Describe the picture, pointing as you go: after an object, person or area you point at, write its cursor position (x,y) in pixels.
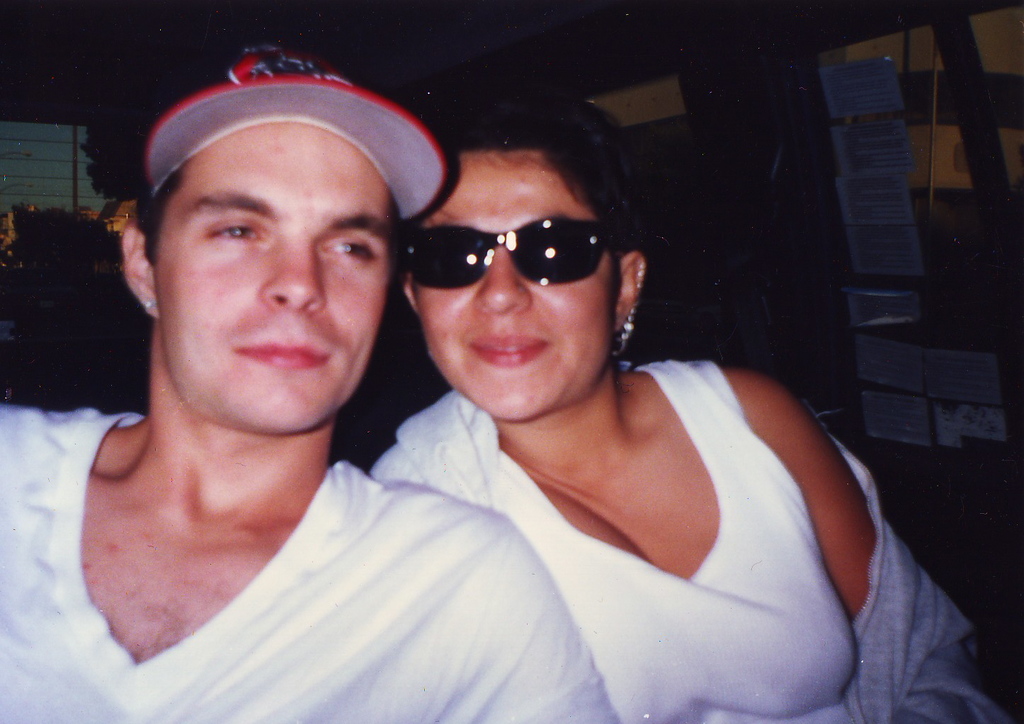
In this image there is a couple (505,544) in the middle (557,431). On the right side (883,282) there is a glass (910,115) on which there are papers (885,292). In the background (71,223) it is dark. The man (252,265) is wearing the cap (312,69) while the woman (610,503) is wearing the spectacles (484,267).
